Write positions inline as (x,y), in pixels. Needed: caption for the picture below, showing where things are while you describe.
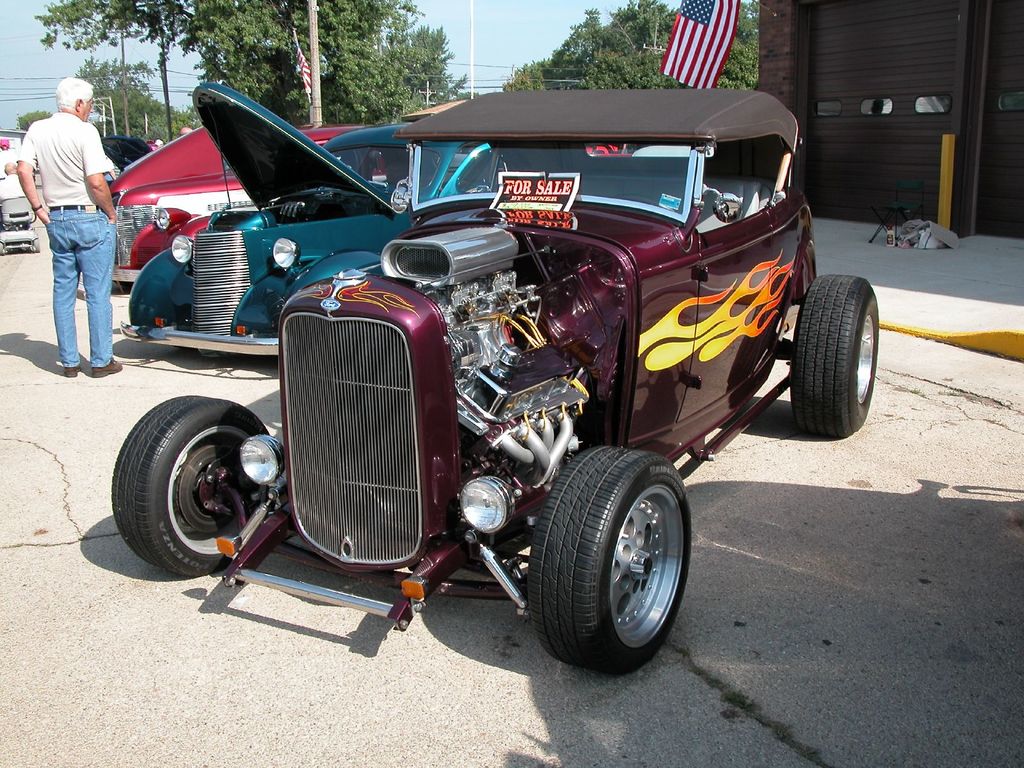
In the foreground of the picture (355,257) there are cars (162,176), people (70,369), pavement (1002,312) and road (155,641). In the background (589,30) there are trees (378,51), poles (318,66), flags (301,55), cables (159,71) and building (761,40). Sky (509,40) is sunny.
